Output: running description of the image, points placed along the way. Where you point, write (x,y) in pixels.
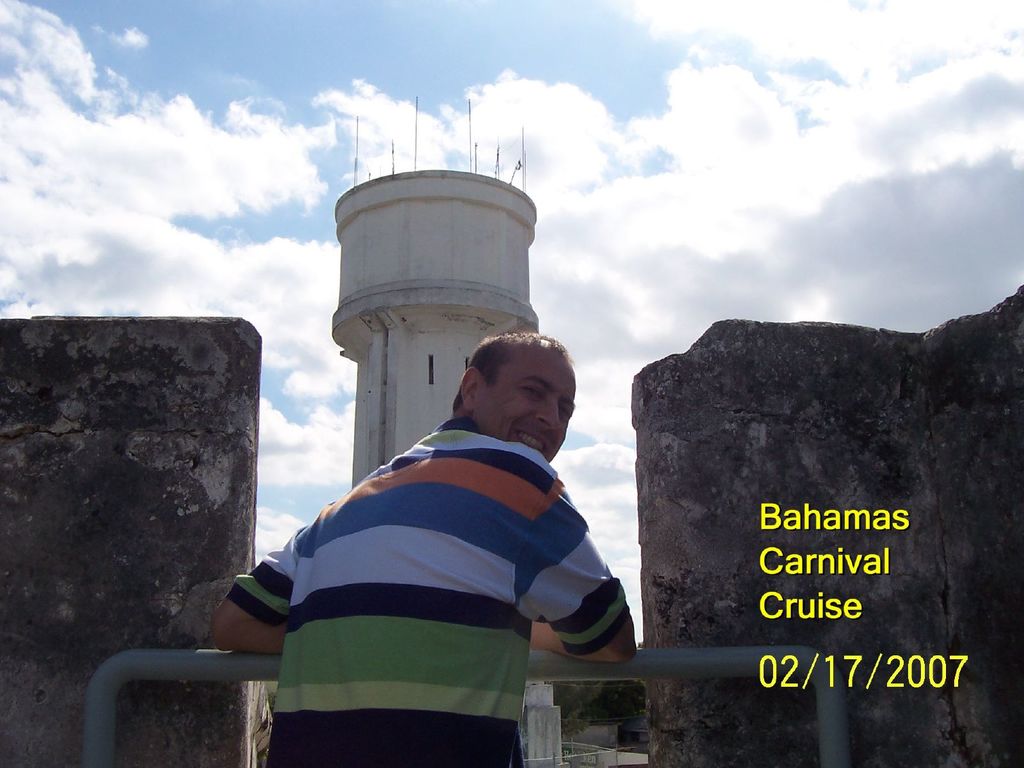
The man (445,475) in the front of the picture (466,485) is standing. He is smiling. In front of him, we see a railing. On either side of the picture, we see the walls (858,510). In the middle of the picture (384,277), we see the tower (424,388). There are trees (604,716) and buildings (542,710) in the background (554,683). At the top (543,81), we see the sky (518,47) and the clouds (597,392).
